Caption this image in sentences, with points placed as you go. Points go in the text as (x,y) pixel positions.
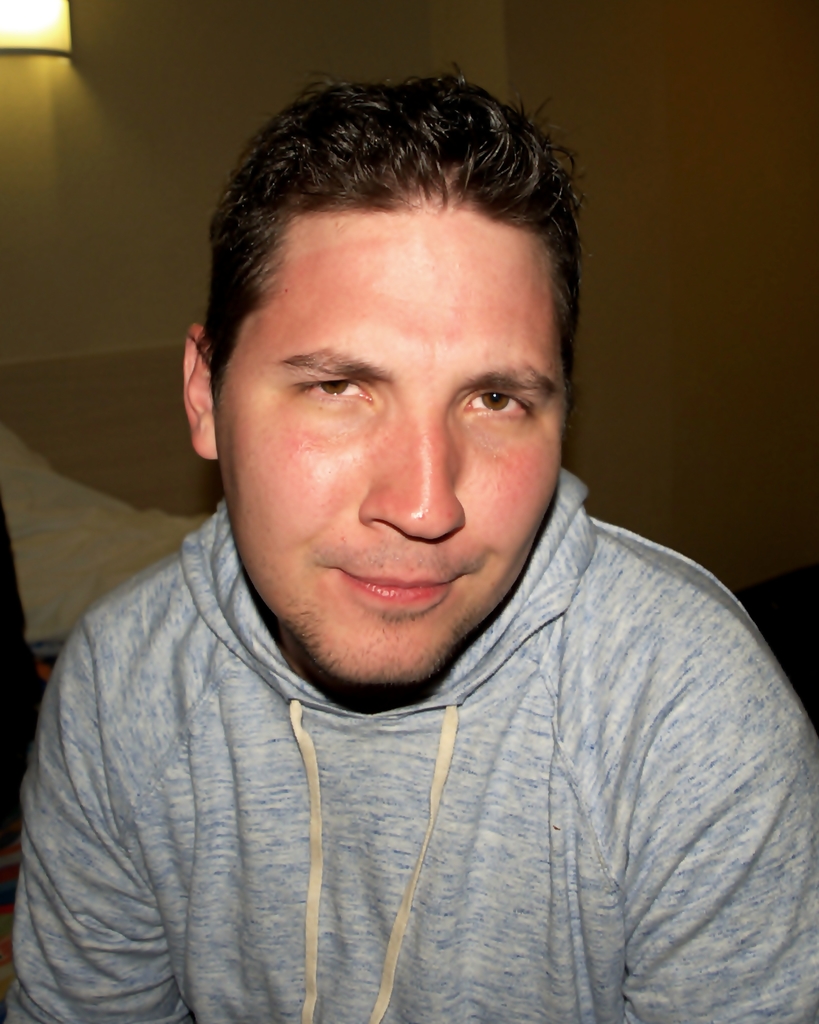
In this picture there is a man (196,616). At the back (57,488) there is an object (99,498) and there is a light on the wall (109,251).
